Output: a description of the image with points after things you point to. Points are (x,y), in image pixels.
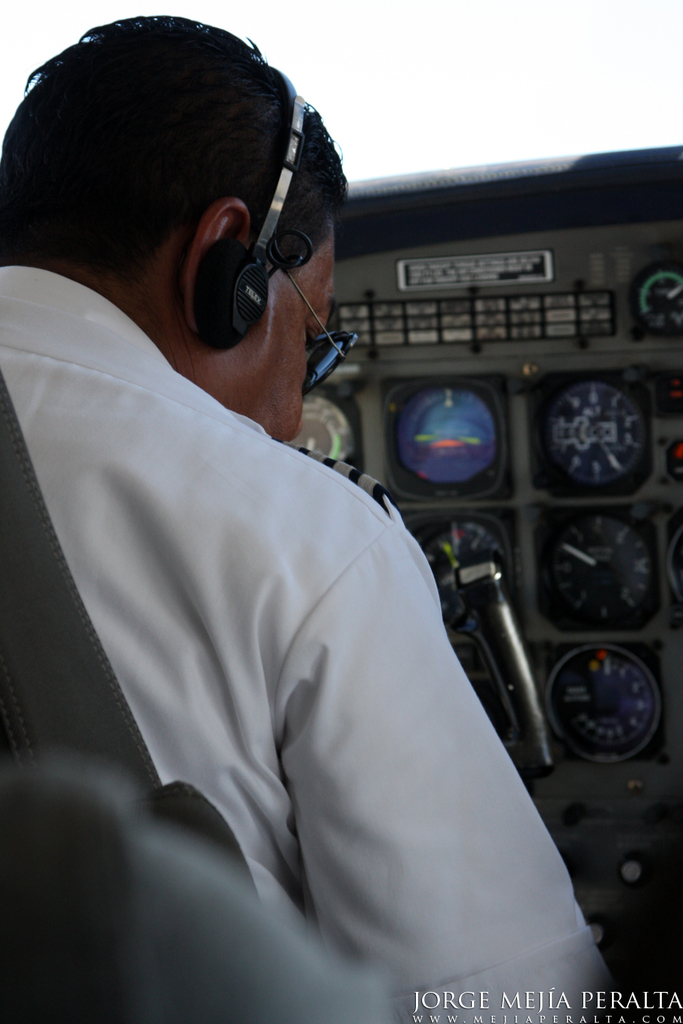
In the foreground of this picture (208,527) there is a person (187,80) wearing headphones (230,278) and sitting on the seat (31,465). In the background (454,462) we can see the speedometer (576,541) and some other parts (554,407) of a vehicle (514,339). In the bottom right corner (649,1000) we can see the text (433,996) on the image.
